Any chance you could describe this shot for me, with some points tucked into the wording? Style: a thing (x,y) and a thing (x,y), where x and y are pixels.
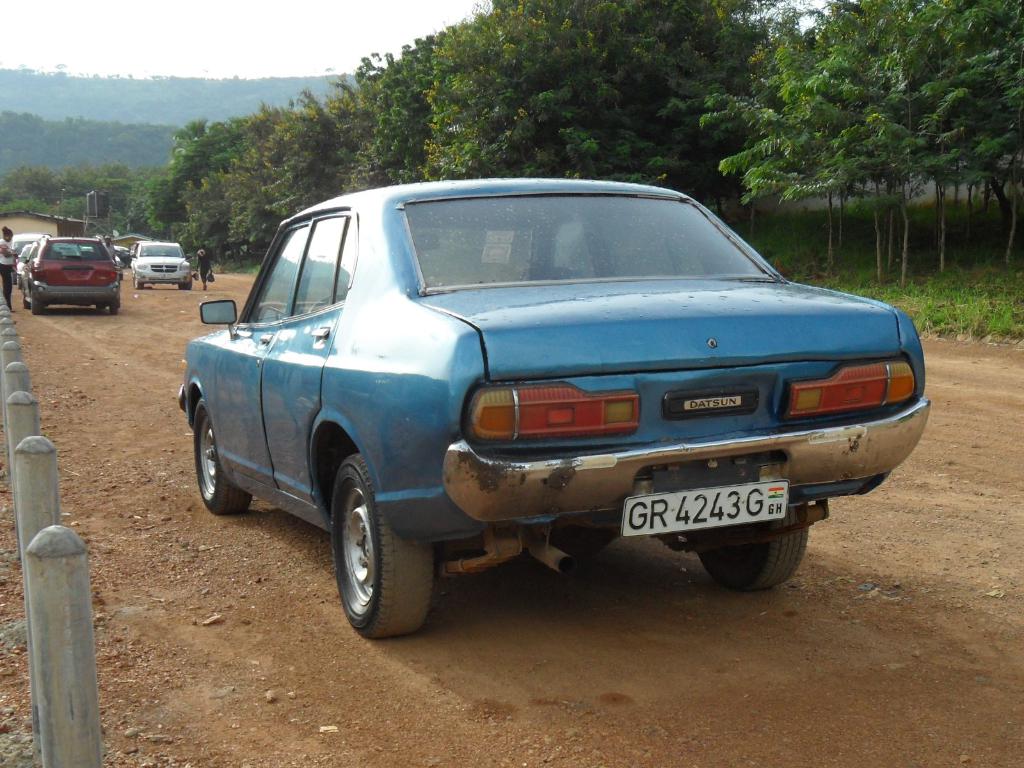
Here we can see vehicles (434,322) and two persons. This is grass (924,289) and there are trees (314,133). In the background (57,24) there is sky (287,29).
